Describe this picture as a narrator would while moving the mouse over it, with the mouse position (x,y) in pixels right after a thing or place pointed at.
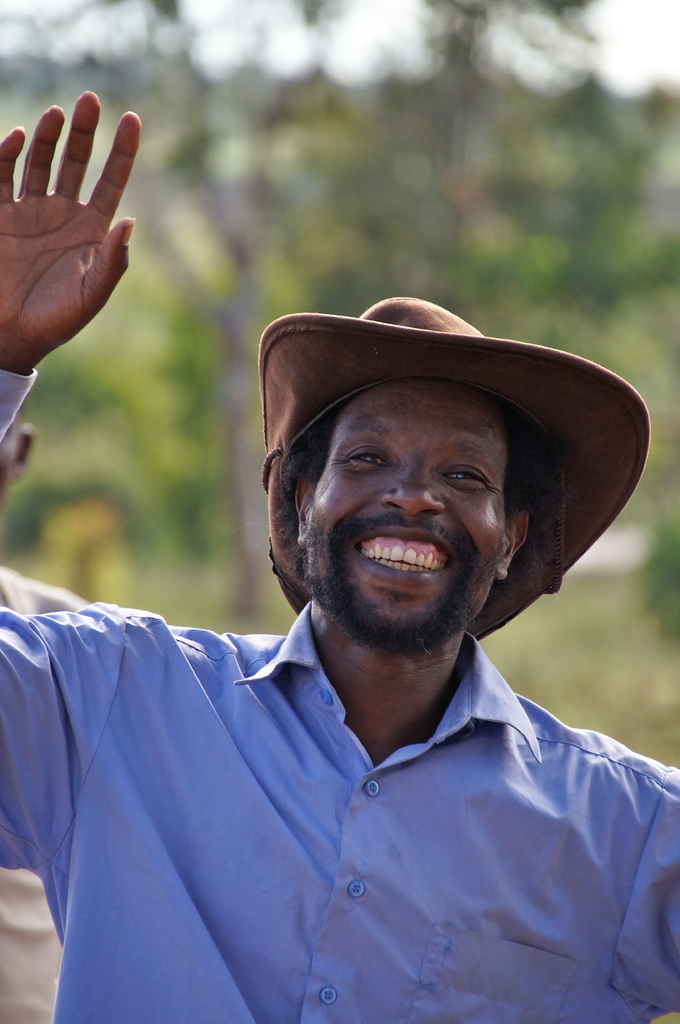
Here I can see a man (411,847) wearing blue color shirt (353,819), smiling and giving pose for the picture. In the background (320,211) there are some trees (341,233).
